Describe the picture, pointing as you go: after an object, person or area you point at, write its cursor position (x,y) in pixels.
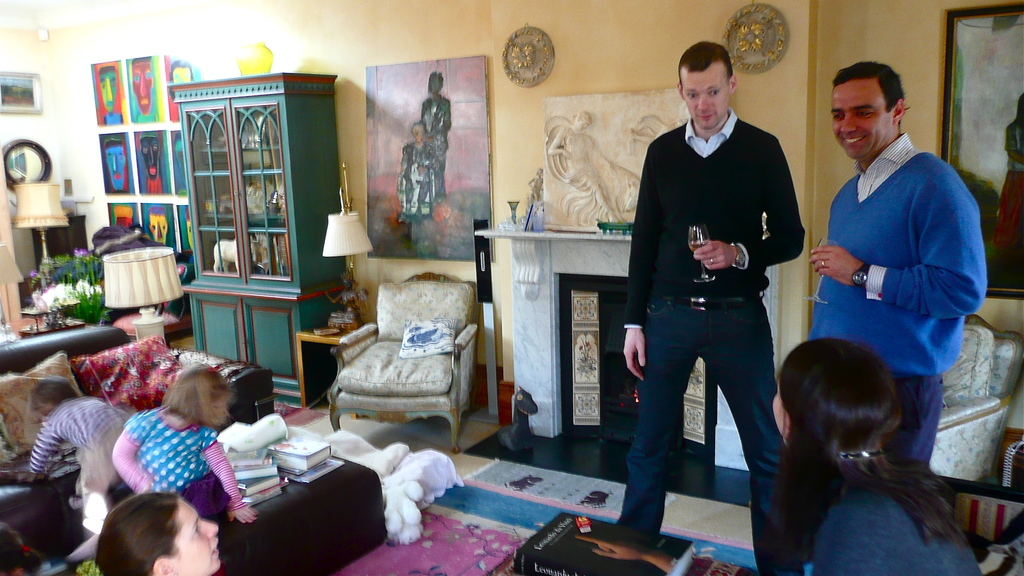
This image is taken indoors. At the bottom of the image (482,523) there is a floor (488,462). In the background (595,132) there is a wall (455,15) with paintings (142,102), a mirror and picture frames (1,106) on it. In the middle of the image (588,364) there is a fireplace (580,313). On the right side (706,86) two men (722,348) are standing on the floor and holding glasses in their hands (815,261) and a woman (888,494) is sitting on the chair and there is a book (612,558) on the table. On the left side of the image (20,530) there is a couch (50,534) with pillows (15,375) and books (266,493) and there is a woman (152,521) and two kids (159,435). There are lamps (115,258) and flowers (75,284) in the flower vase (69,299) and there is a cupboard (272,208) and an empty chair (403,325).
